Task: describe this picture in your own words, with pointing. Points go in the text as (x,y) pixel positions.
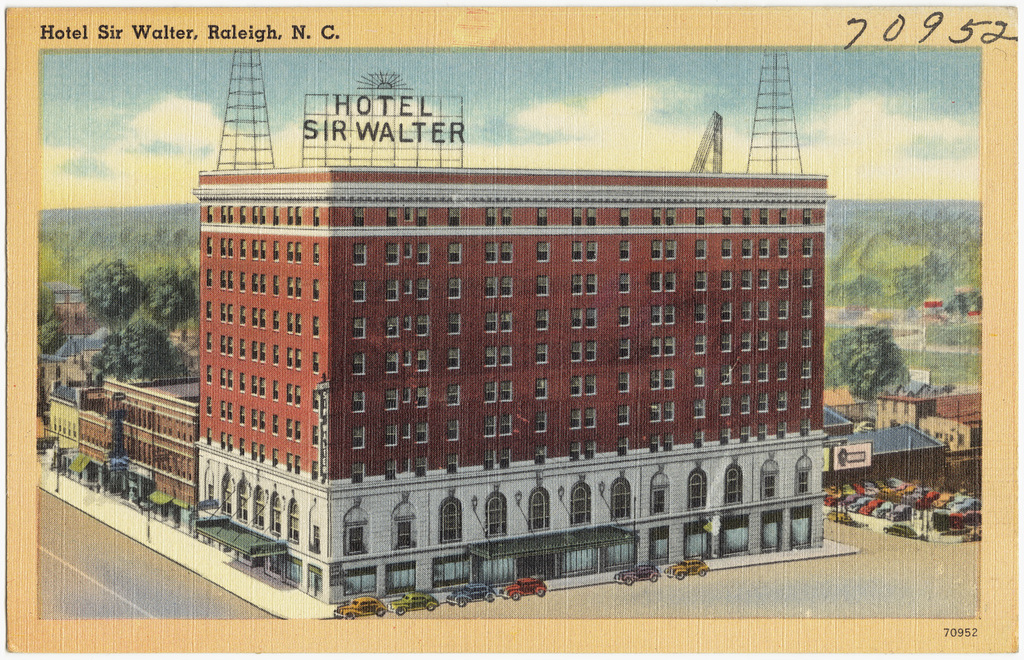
In this image I can see a photograph of the building (811,363) beside the building (488,550) there are so many cars (965,530) also there are some trees (851,352) and buildings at back (838,356).
